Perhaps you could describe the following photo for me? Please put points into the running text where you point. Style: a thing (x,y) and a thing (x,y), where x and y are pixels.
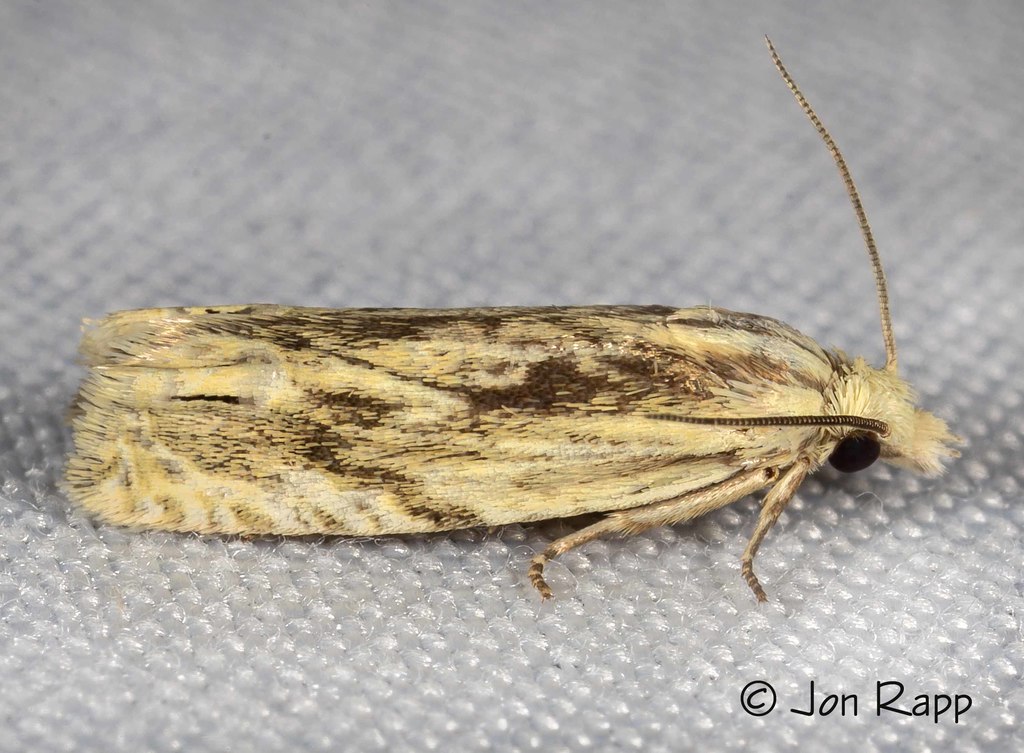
In this picture we can see an insect (467,519) on a surface (979,462) and at the bottom right corner of an image (836,697) we can see a watermark (787,705).
